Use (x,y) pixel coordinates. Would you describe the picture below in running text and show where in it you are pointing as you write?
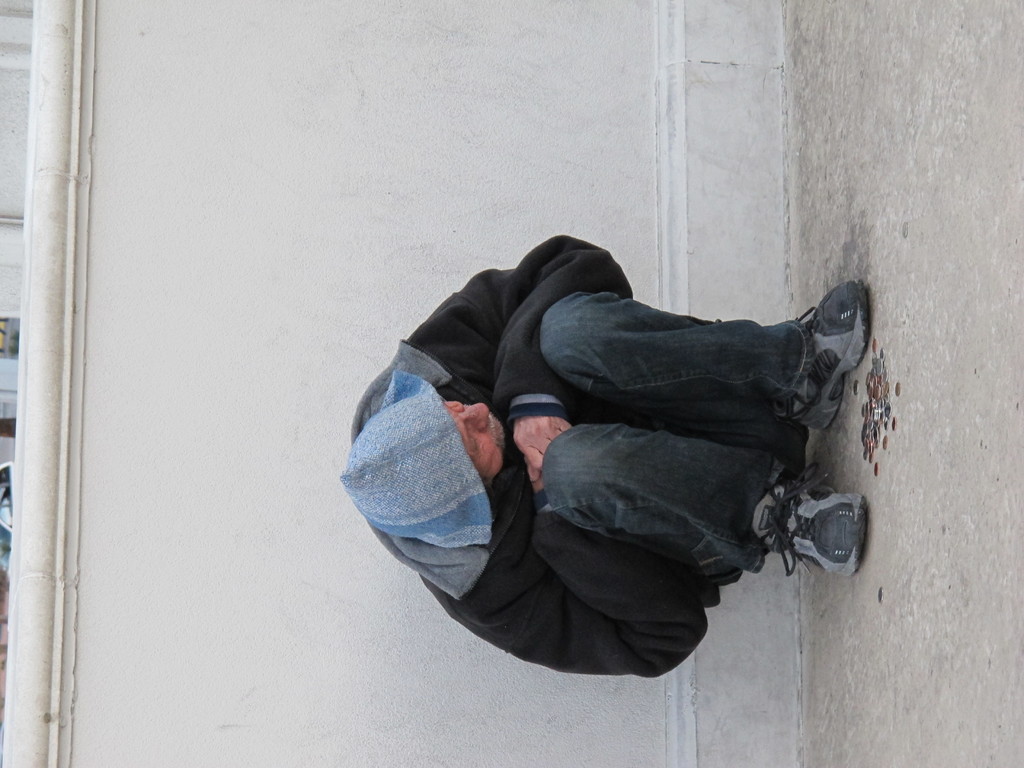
This image rotated towards the right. I can see an old person (604,316) sitting on the floor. I can see a wall (352,296) behind him. I can see some coins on the floor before him.
